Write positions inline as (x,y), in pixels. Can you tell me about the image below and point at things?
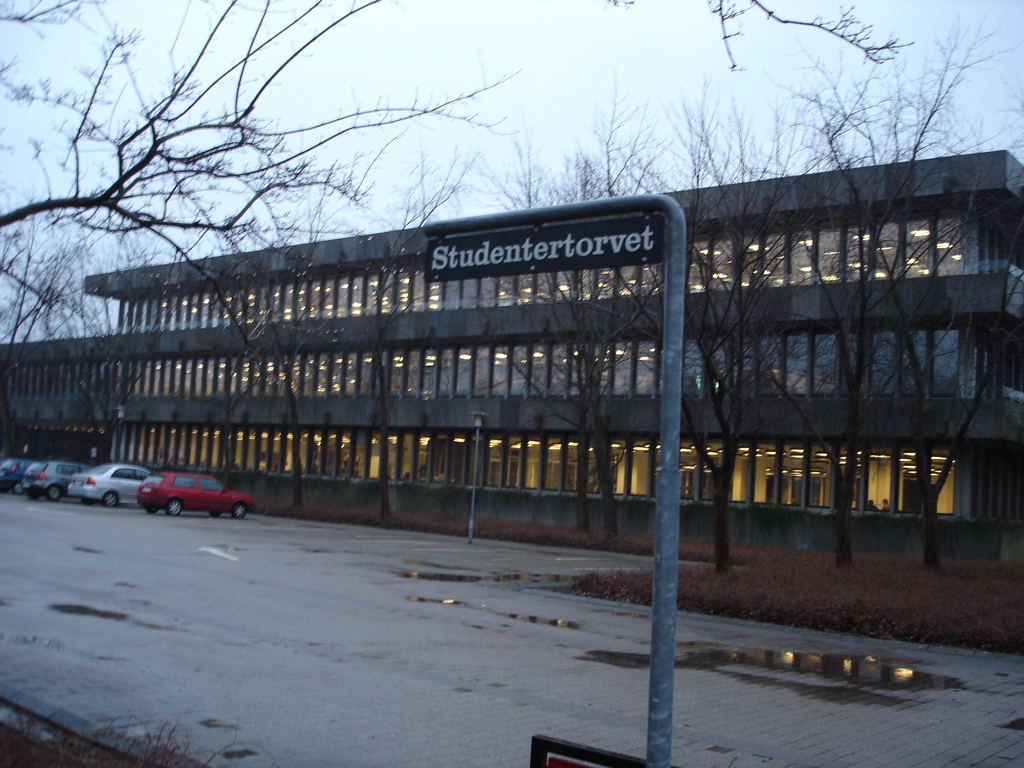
IN this image we can see building (614,394), windows (692,369), lights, there are vehicles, trees (633,302), pole (604,207), and a board (524,259) with some text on it.
